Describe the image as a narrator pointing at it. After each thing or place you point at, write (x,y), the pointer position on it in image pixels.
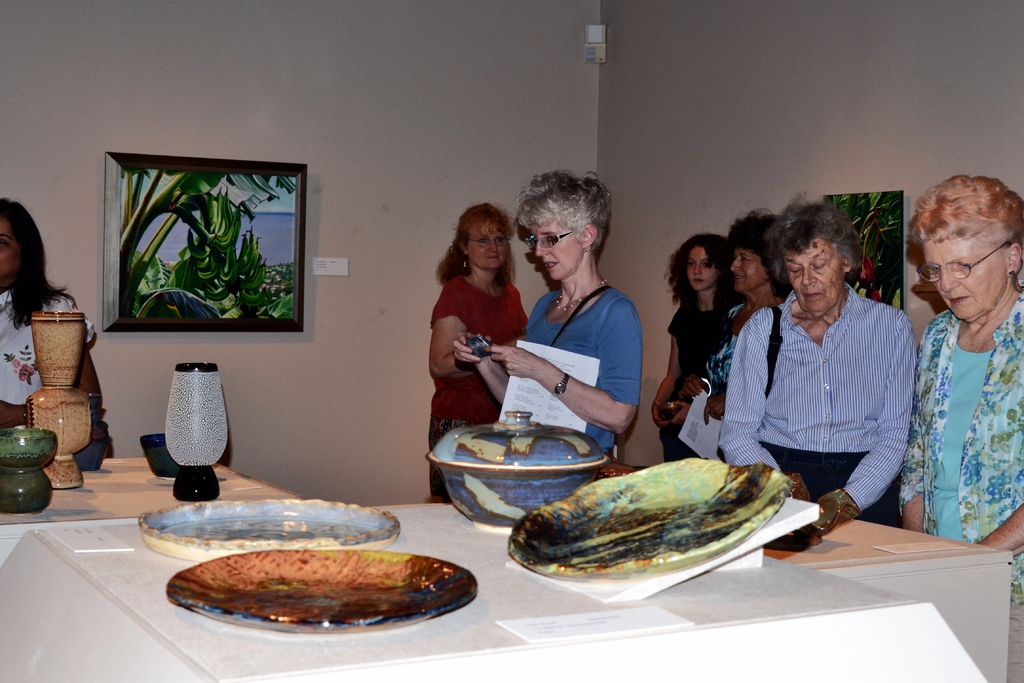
In this image there are group of persons (705,301) standing and at the foreground of the image (335,523) there are some plates (193,527) and dish boxes (544,476) on top of the table (345,647) and at the background of the image (263,277) there are paintings (292,204) attached to the wall (338,191).
